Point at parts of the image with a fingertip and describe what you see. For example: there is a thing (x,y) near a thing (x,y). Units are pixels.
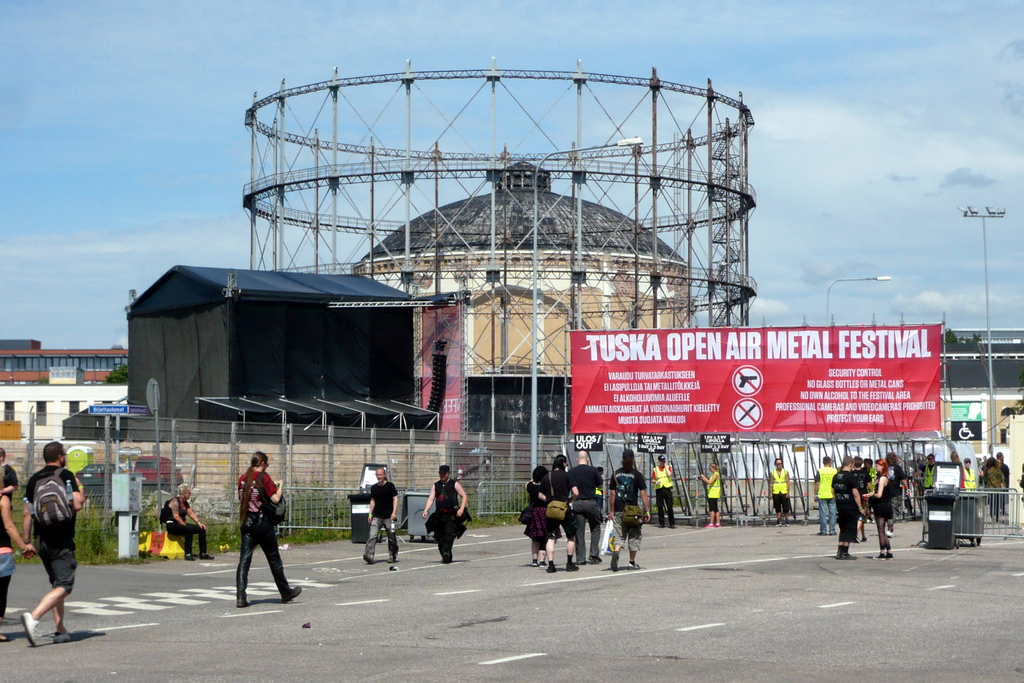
This image consists of many people (569,552) walking on the road (630,613). At the bottom (539,614), there is a road (474,575). In the background (496,371), there are buildings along with a banner (860,343). At the top (779,58), there are clouds (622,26) in the sky (888,235).
